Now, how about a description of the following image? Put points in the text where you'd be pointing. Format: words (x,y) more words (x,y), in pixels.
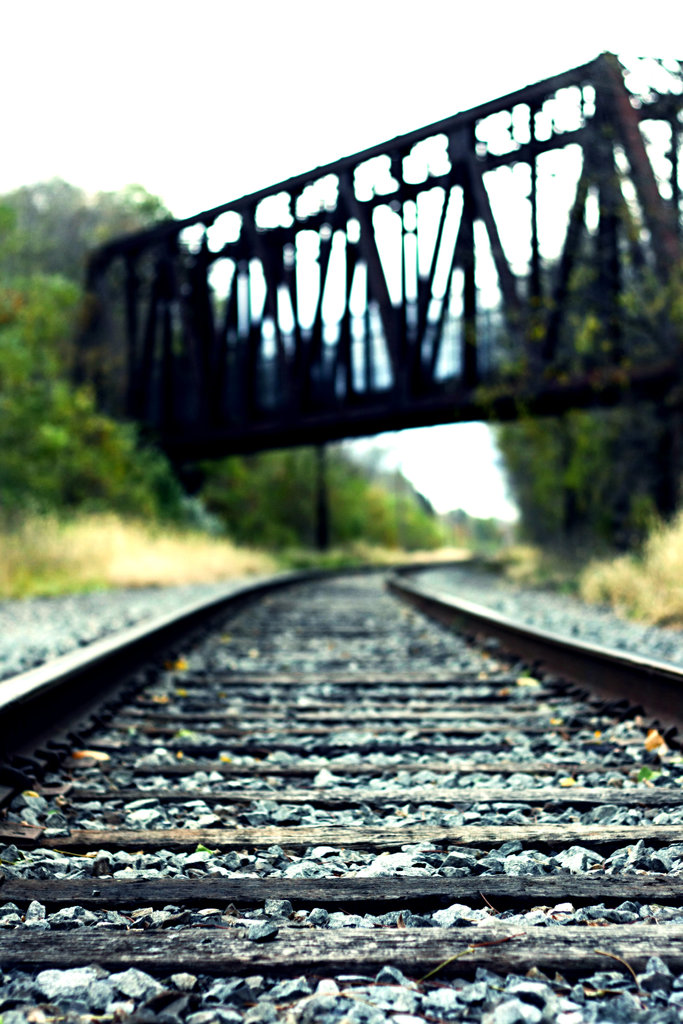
In this image I can see number of stones (215,693) and few railway tracks (264,634) in the front (510,985). In the background (677,411) I can see number of trees (263,510) and a bridge (287,420) over these railway tracks (457,629). I can also see this image is blurry in the background (213,326).
